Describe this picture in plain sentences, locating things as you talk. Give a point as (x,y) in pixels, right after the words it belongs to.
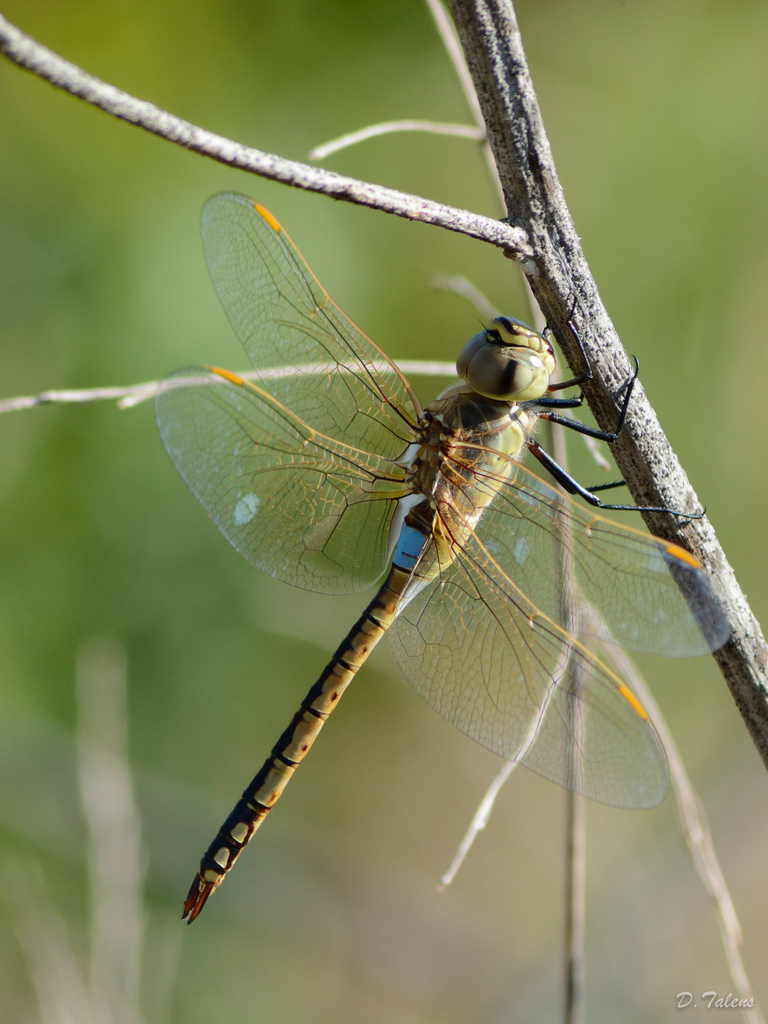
Background (332,215) portion of the picture is blurred. In this picture we can see the twigs (641,458) and we can see a dragonfly (277,272) holding a twig (617,375).
